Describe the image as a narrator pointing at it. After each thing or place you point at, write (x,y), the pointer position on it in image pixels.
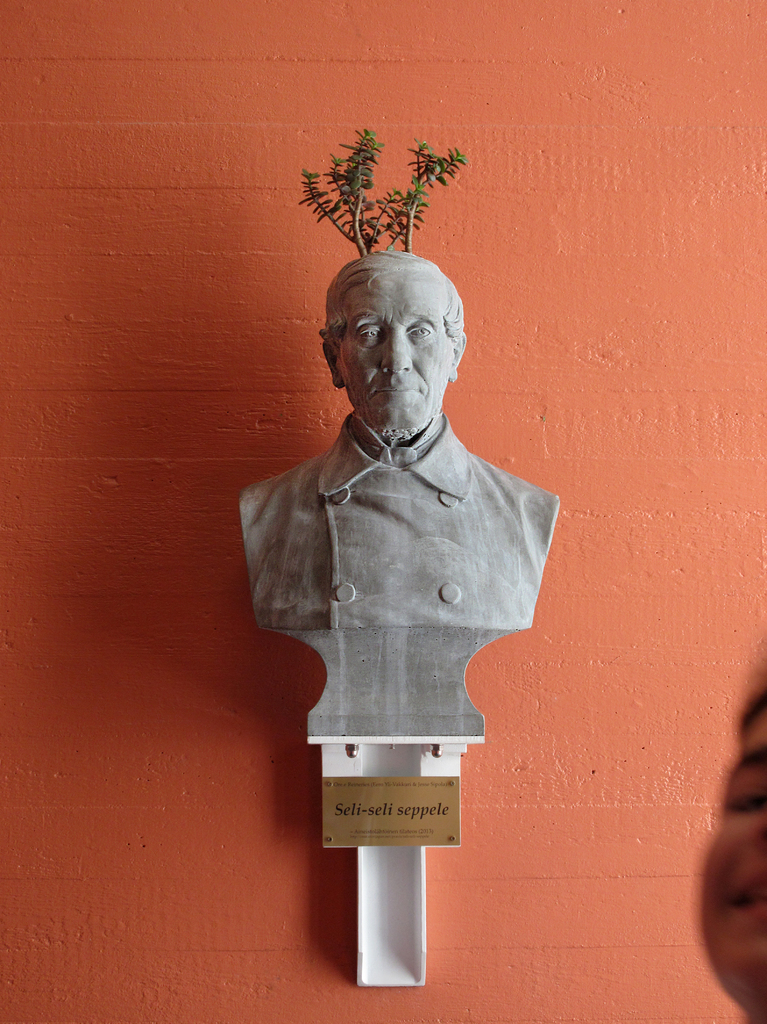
In this image we can see a statue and a board (423,818) on which some text (423,818) is written. On the top of the statue (346,307) we can see a plant (390,201). In the background of the image (381,244) we can see a wall (568,253) which is in orange color.
